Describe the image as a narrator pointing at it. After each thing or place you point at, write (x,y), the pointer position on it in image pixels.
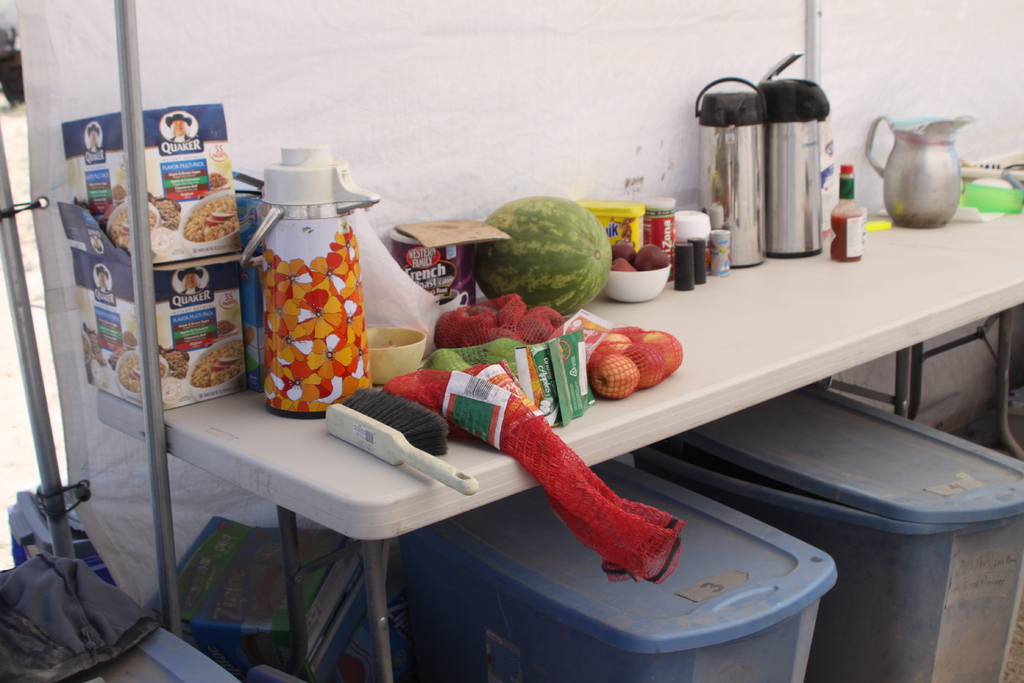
In this image in the center (606,406) there is one table (319,486), on the table (300,507) there are some boxes (211,305), fruits (644,249), flask (794,196), bottle (831,210), jug (944,219), and brush (417,430) and some other objects (997,206). In the background (279,45) there is a cloth (834,13), on the left side (157,346) there are poles (154,309). At the bottom (681,581) there are containers (633,614), and in the background (1,76) there are some other objects (8,47).
